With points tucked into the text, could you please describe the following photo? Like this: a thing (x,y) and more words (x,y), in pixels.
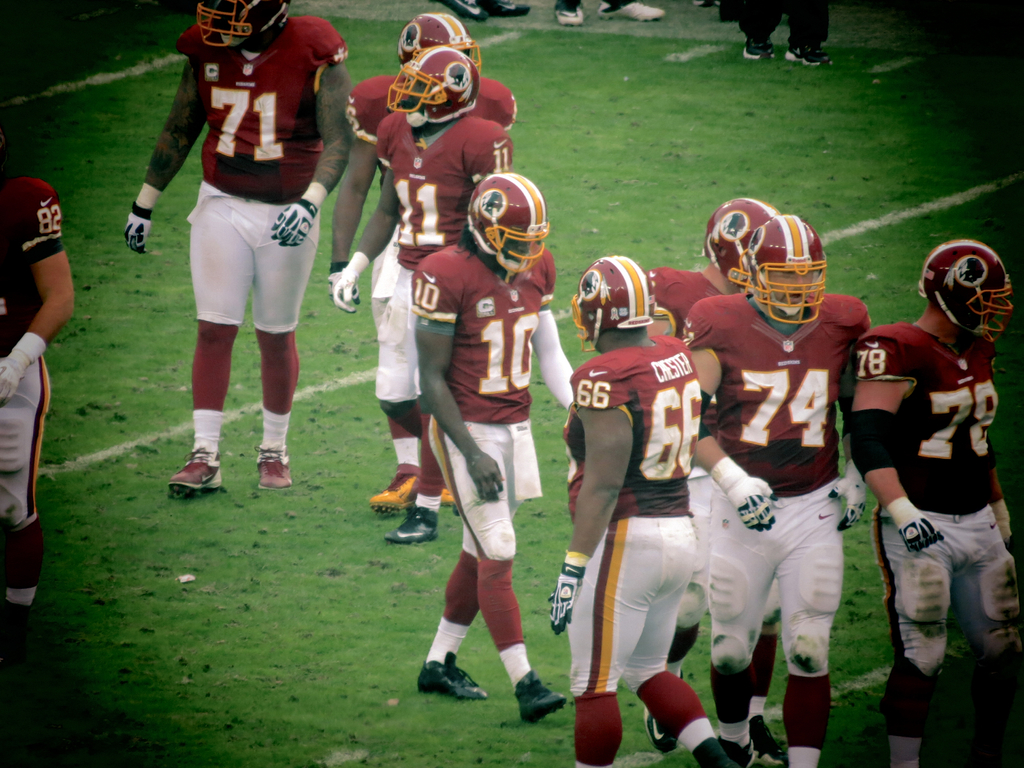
This picture is taken in the playground (330,471). In this image, we can see a group of people (770,222) are walking on the grass (698,145). In the corners, we can see black color.
